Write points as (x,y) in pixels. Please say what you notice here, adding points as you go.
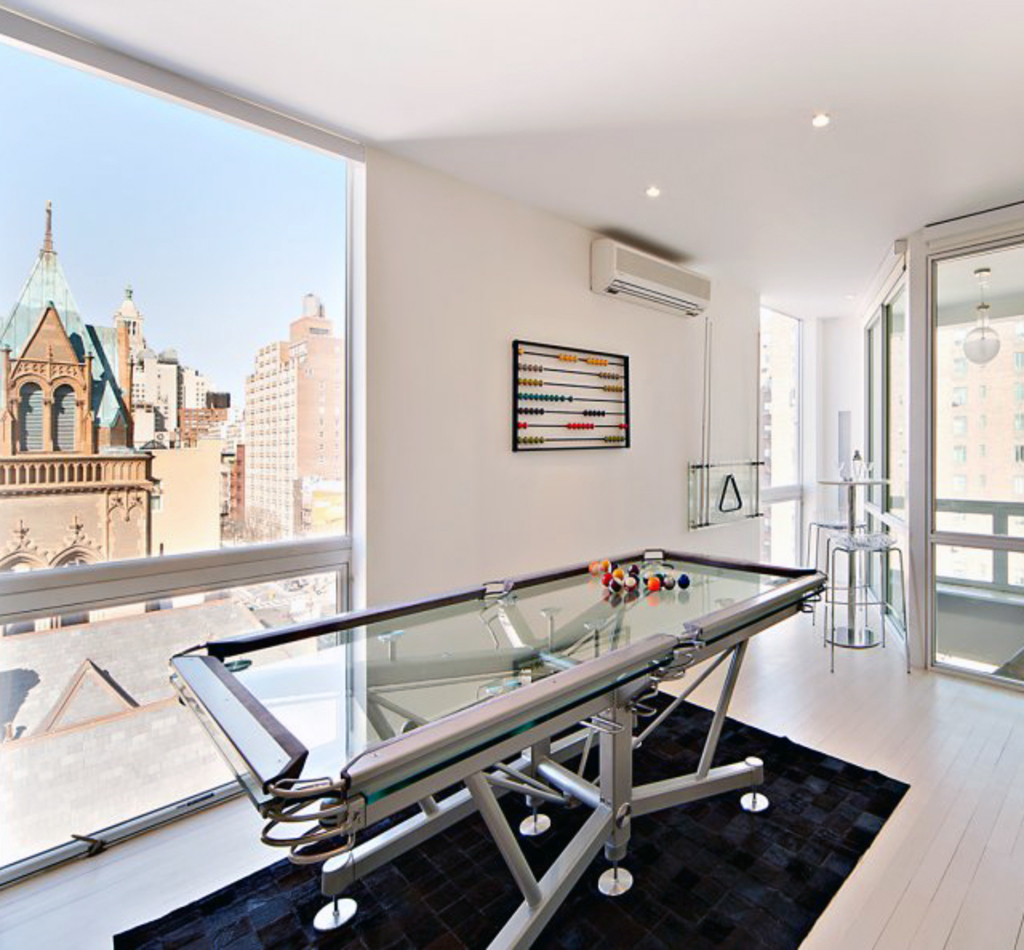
In this picture I can see at the bottom (431,647) there is a glass table (482,685), on the left side (241,419) there is a glass wall (164,205), outside this wall (228,208) there are buildings (236,425). In the middle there is an air conditioner (655,300) on the wall (607,296), at the top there are ceiling lights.
